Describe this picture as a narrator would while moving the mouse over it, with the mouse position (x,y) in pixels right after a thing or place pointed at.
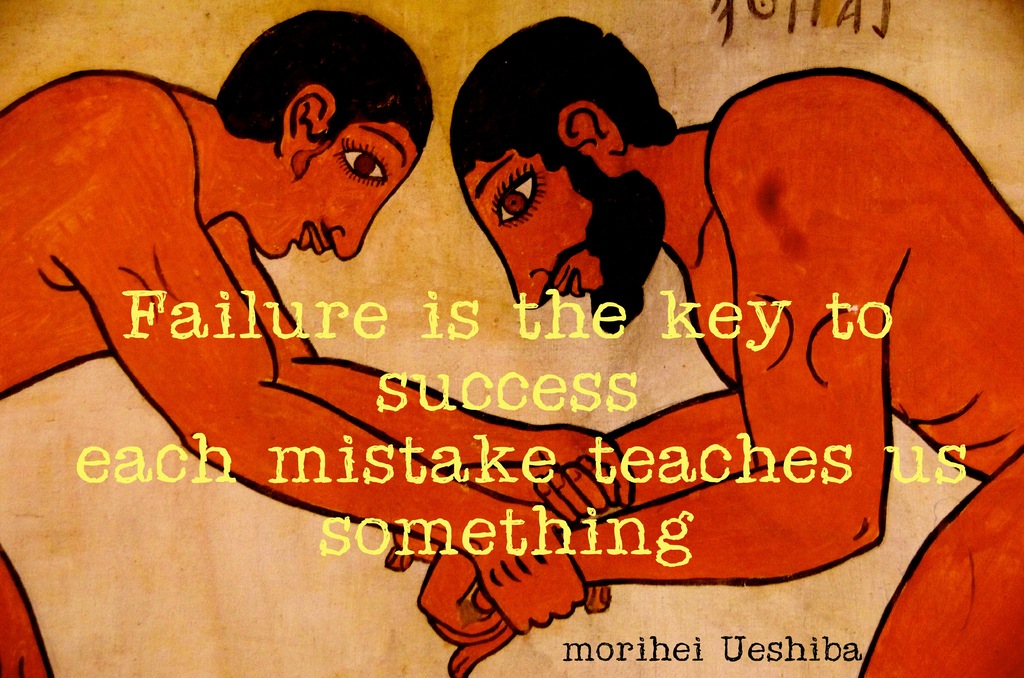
In this image, there is an art (849,179) contains persons (164,232) and some text (771,322).
